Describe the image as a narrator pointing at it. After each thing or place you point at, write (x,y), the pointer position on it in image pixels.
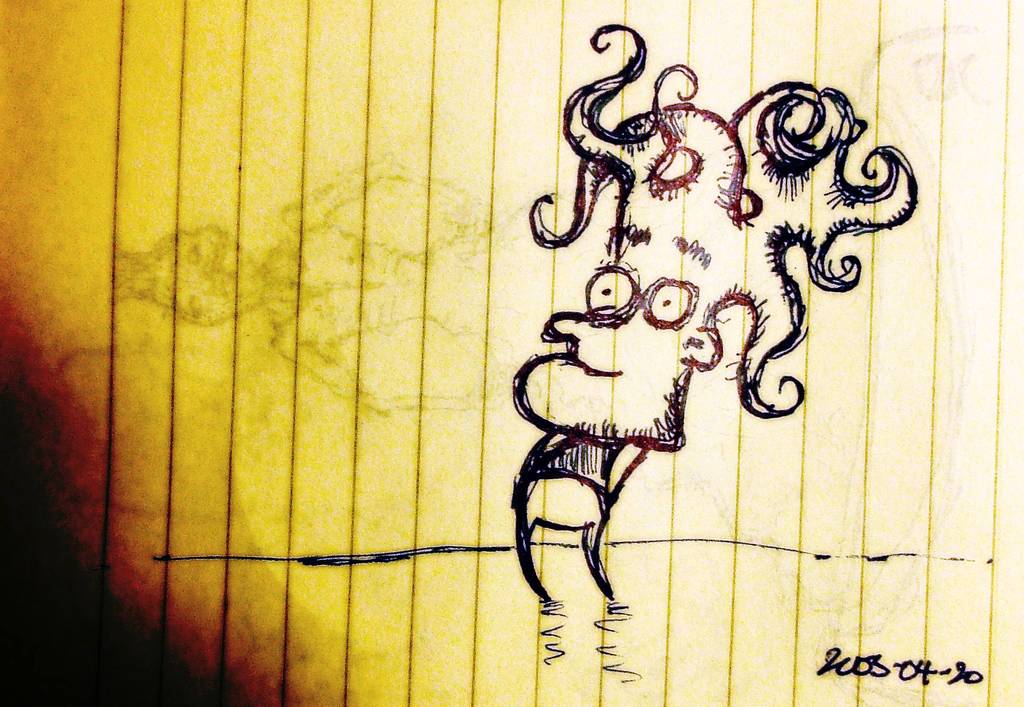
In this picture we can see drawing of a person (789,156) and some text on the page (440,338).
